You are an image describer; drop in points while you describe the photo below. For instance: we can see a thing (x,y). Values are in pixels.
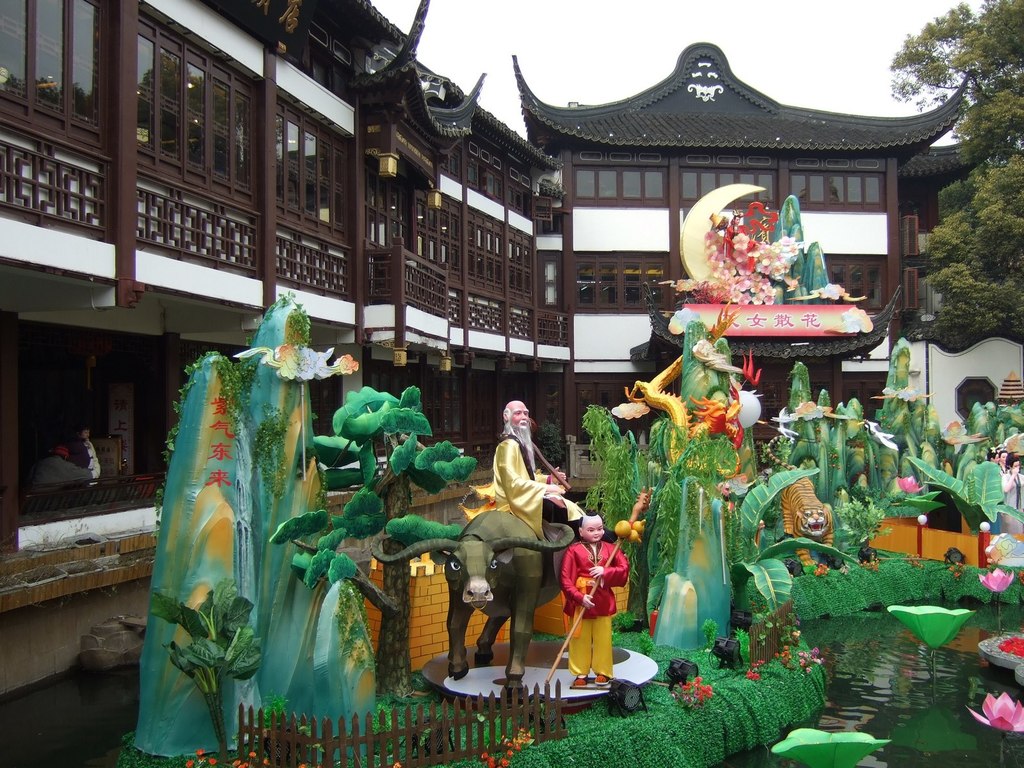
In this picture we can see some sculptures (466,596) are on the water surface (909,722), behind we can see a building (116,307), tree (544,425).
